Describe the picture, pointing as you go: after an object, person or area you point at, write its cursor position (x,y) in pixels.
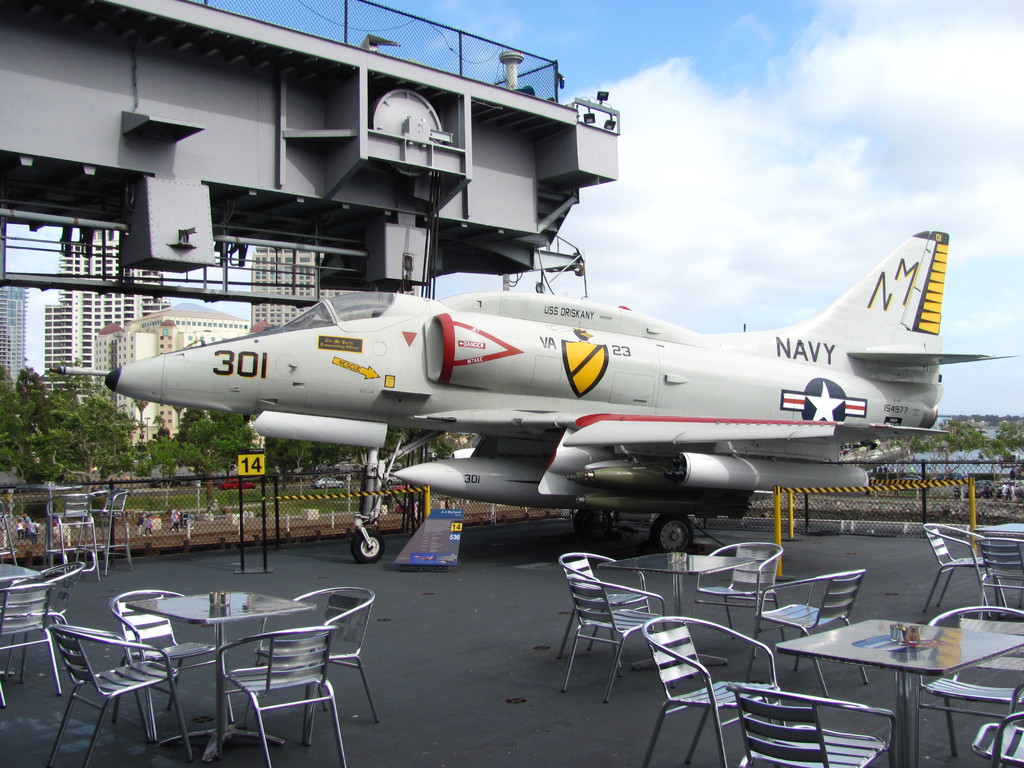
We can see in the background (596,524) there is a airplane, table (630,566), building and trees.
